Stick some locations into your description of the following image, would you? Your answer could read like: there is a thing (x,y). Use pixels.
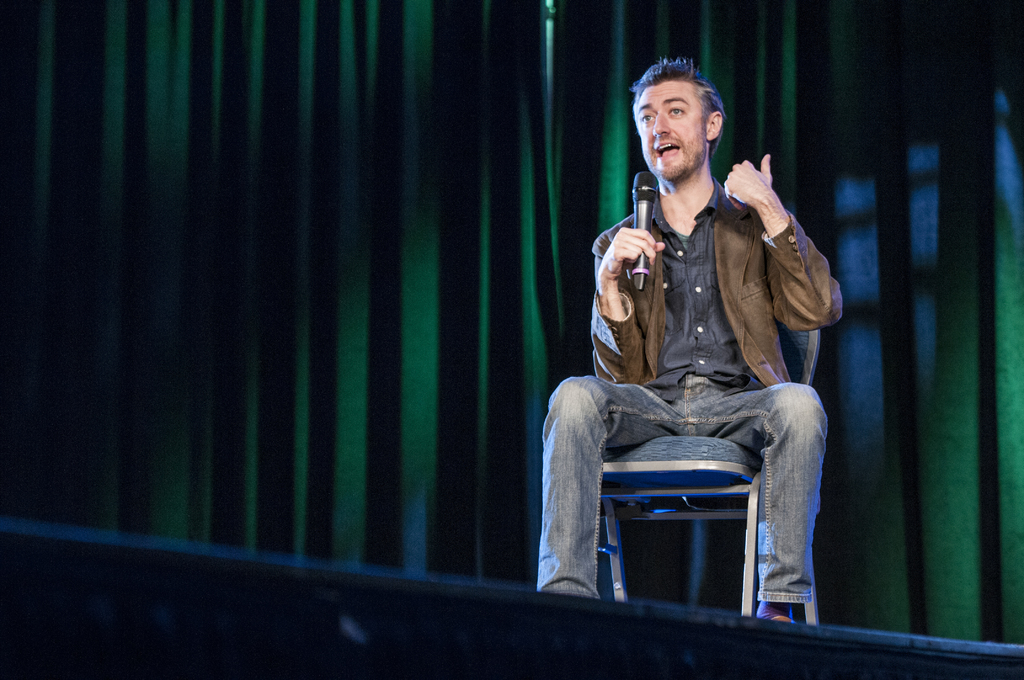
In this image there is one person (728,303) who is sitting on chair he is holding a mike (652,193) and talking, in the background (454,166) there is a curtain (857,483).
